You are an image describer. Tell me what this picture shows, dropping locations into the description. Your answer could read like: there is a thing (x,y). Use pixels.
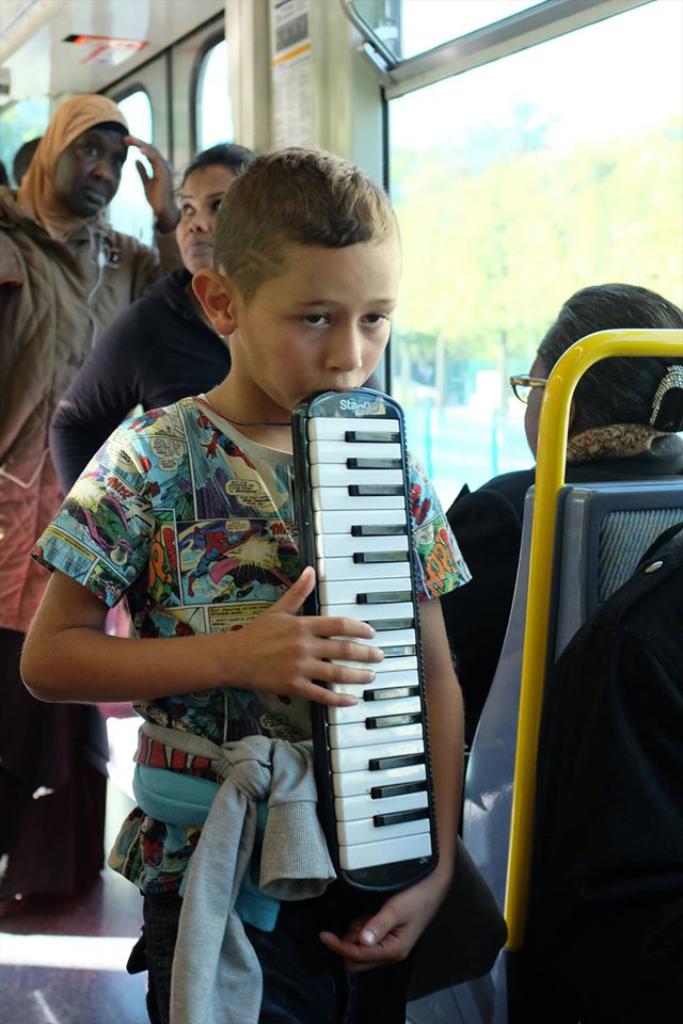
Here in this picture in the front (354,256) we can see a child (229,424) standing in a bus (128,736) with a piano (334,506) in his hand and beside him we can see another person (521,535) sitting in the seat (639,546) and behind him we can see some people (166,316) standing over there and we can see windows (644,62) of the vehicle (479,90) present over there.
